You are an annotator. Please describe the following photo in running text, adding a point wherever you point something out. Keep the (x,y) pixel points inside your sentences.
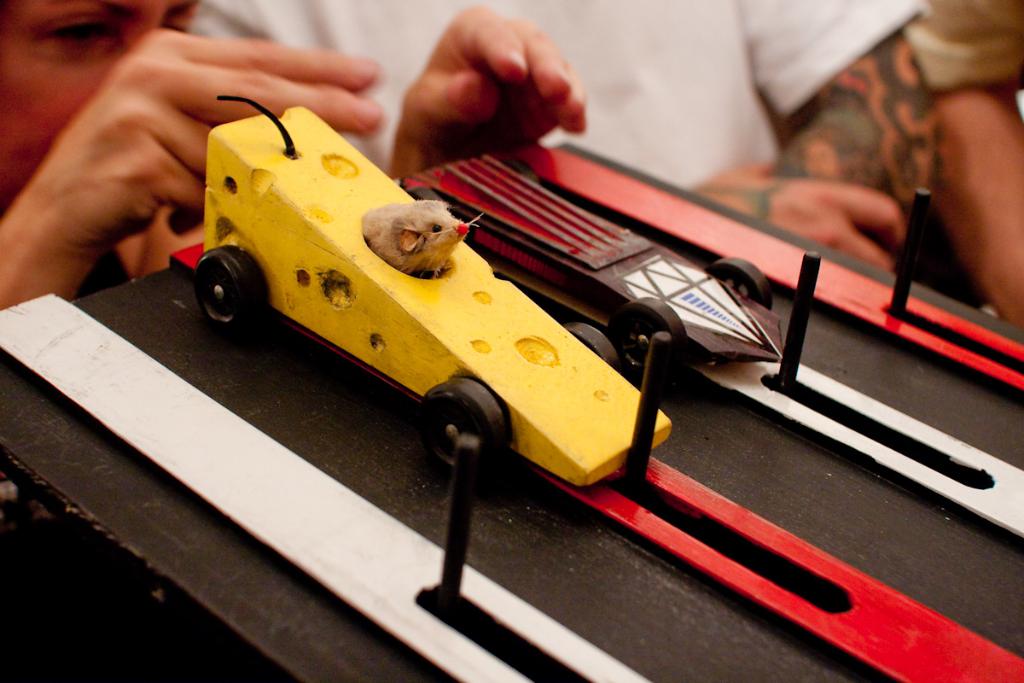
In this image I can see there is a person (268,83) on the left side (126,84) and there is a board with two cars (444,296) placed on it. There are two other people (714,86) standing on the right side (826,113).
